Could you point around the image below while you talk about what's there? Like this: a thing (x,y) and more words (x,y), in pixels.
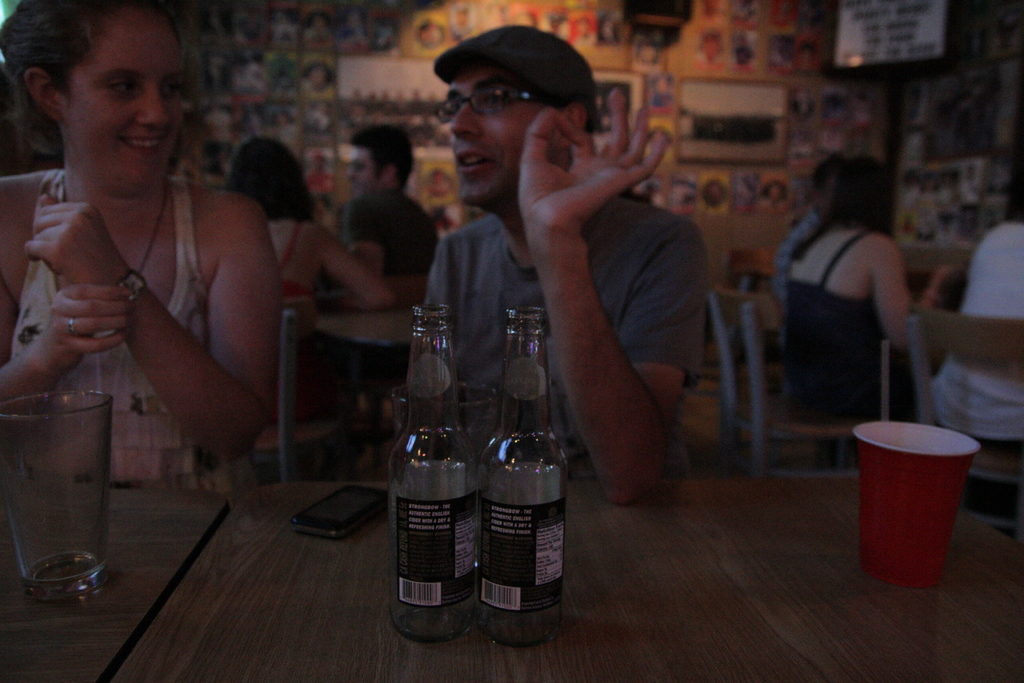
On the background (742,42) we can see wall (929,82) with few posters (376,42) on it. Here we can see few persons (262,432) sitting on chairs (1005,335) in front of a table (590,530) and on the table (384,593) we can see bottles (409,574), mobile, glasses (74,463).
